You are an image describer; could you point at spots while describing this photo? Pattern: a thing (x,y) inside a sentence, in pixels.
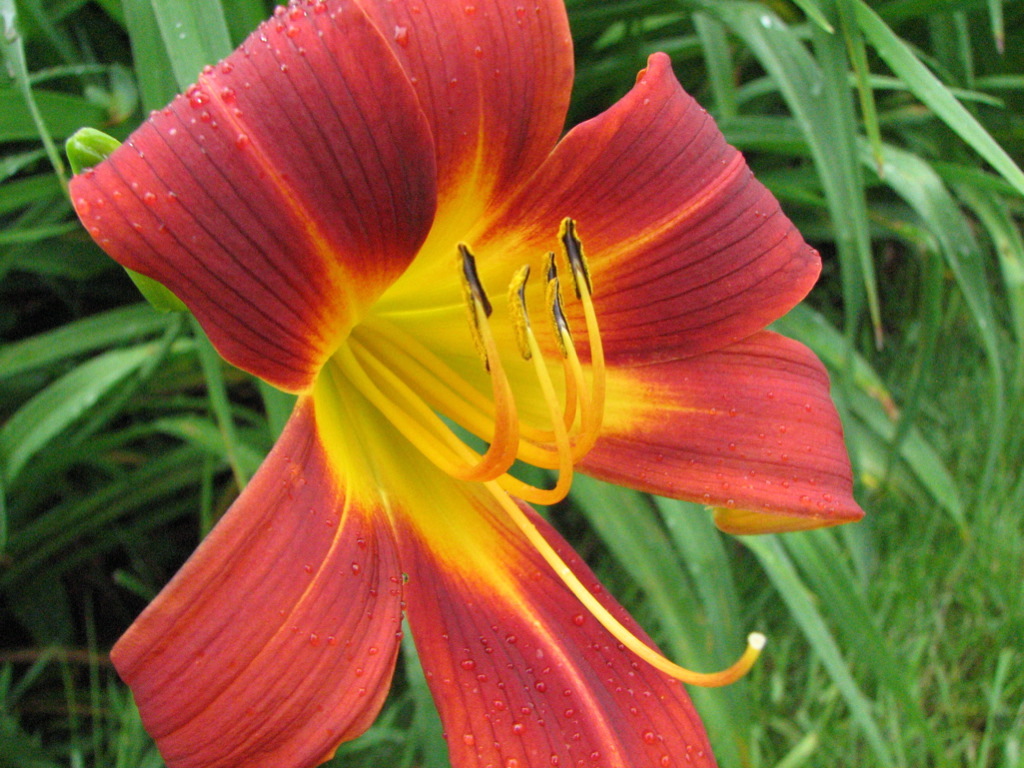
In this image I can see red and yellow colour flower (404,357). In background (35,246) I can see green colour leaves (866,287) and here I can see yellow colour buds (572,354).
